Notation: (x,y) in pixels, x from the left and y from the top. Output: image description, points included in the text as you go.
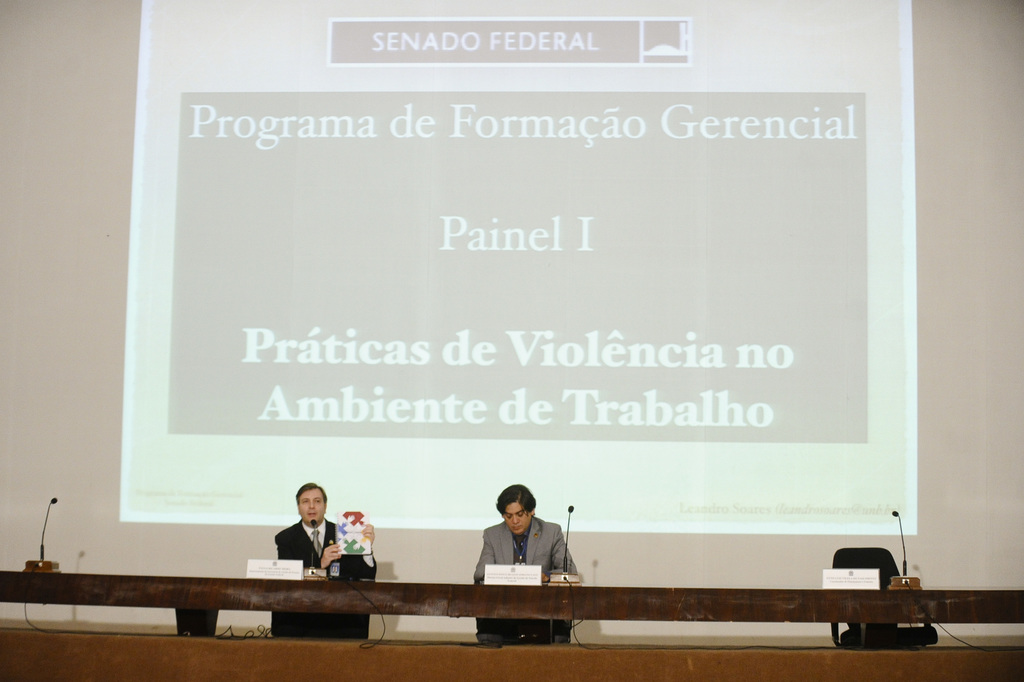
In this picture there are two men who are sitting on the chair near to the table (472,592). On the table (543,594) I can see the name plates (519,575) and mics (316,577). In the back (127,511) I can see the projector screen (574,416).
